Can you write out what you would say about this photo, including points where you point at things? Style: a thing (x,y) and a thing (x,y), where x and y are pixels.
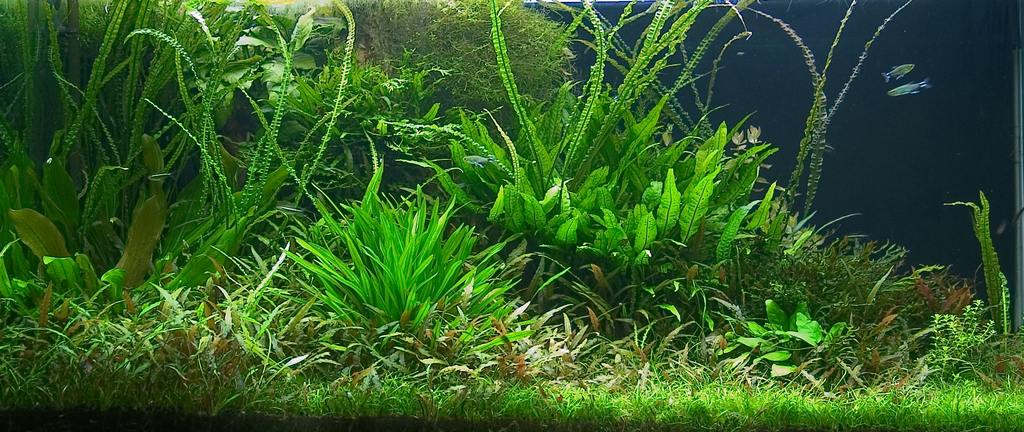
In this image we can see some plants (292,178) which are green in color and on right side of the image (895,77) there are two fishes (911,90).
